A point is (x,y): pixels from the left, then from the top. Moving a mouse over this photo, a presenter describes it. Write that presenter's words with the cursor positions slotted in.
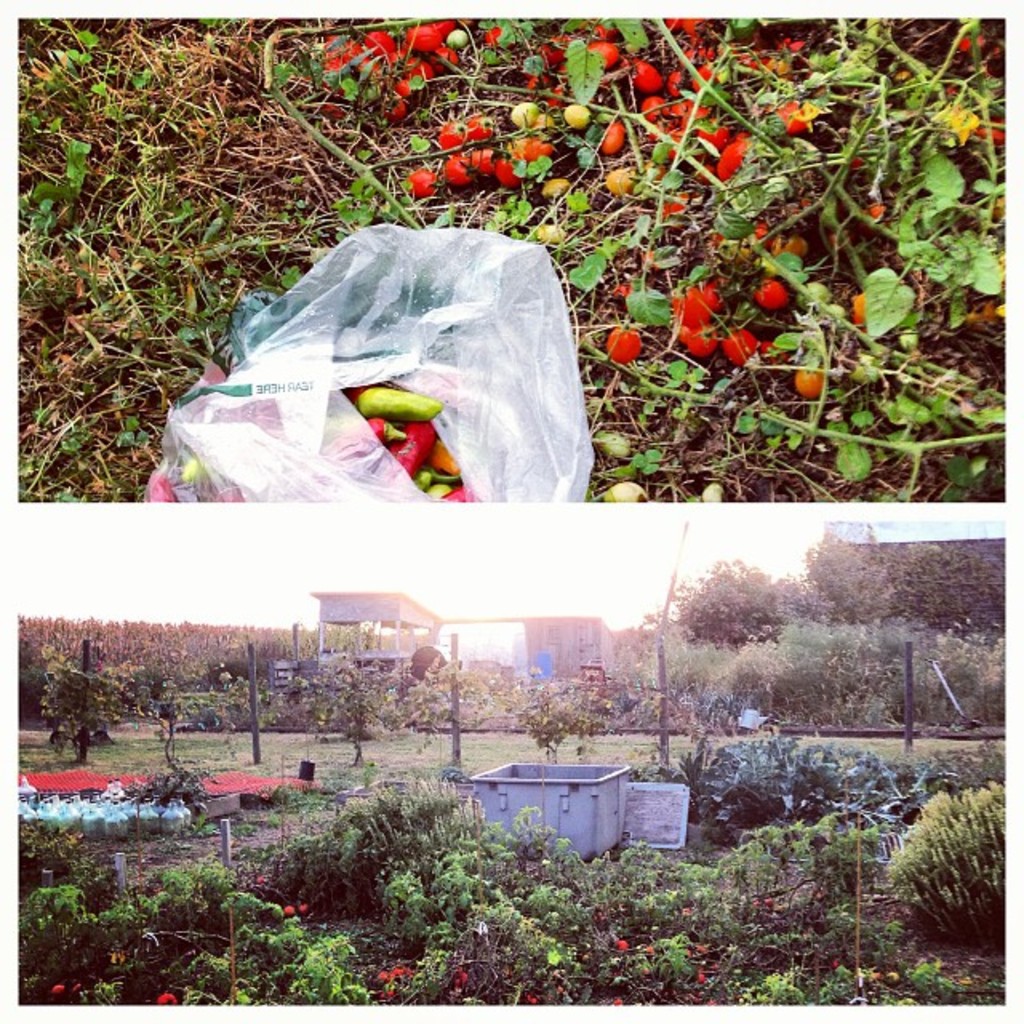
In this image we can see there is a collage picture. And there are plants (581,190) with vegetables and there is a cover (376,361), in that there are some vegetables (405,444). And there is a hut (554,666), tub (575,806), bottles (71,813), poles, trees (763,603), grass (501,761), plants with flowers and the sky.
